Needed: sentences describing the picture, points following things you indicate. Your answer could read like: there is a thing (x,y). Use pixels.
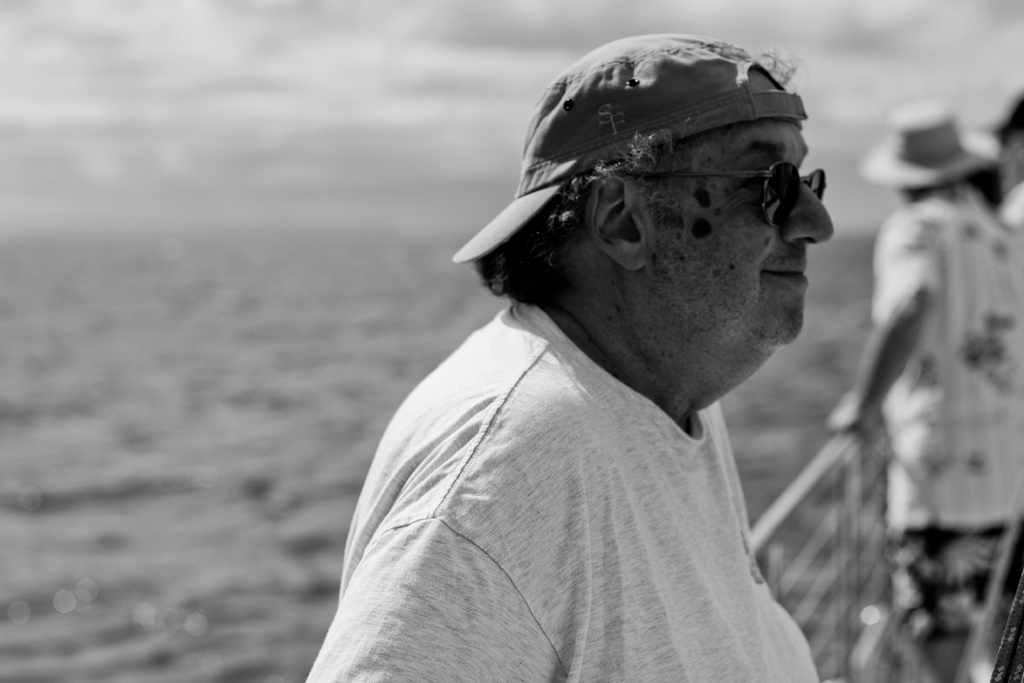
In the foreground of this black and white image, there is a man (619,353) standing, wearing a cap (702,105) and spectacles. In the background (916,236), there are persons (995,294) standing near railing (761,523) and we can also see water (347,298), sky (339,44) and the cloud (539,37).
